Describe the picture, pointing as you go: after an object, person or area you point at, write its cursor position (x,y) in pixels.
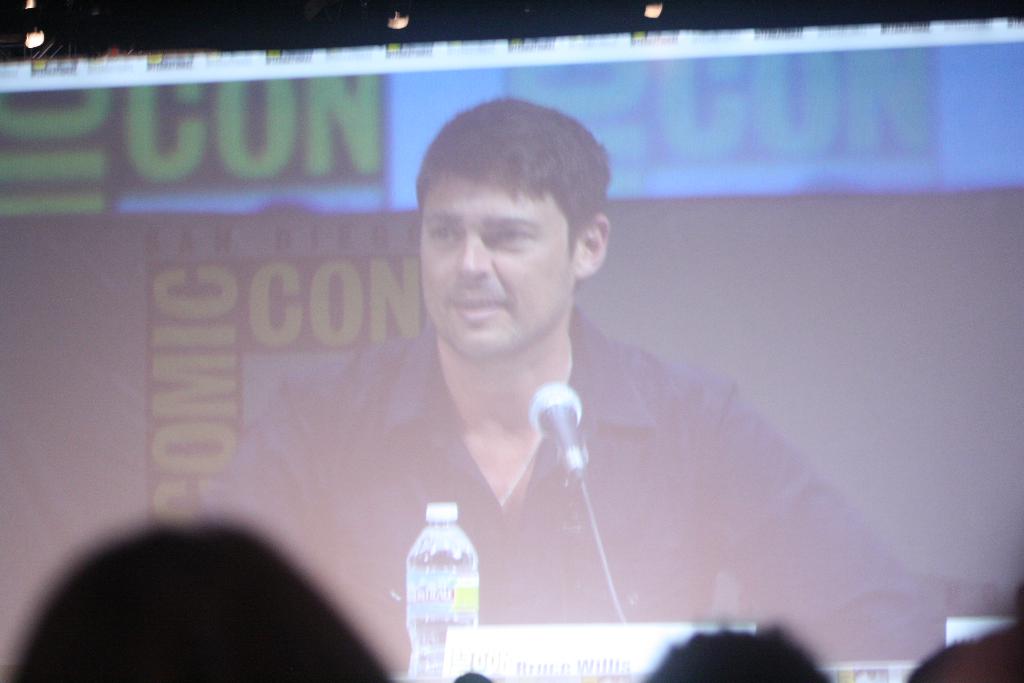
In this image we can see a display screen (498,352). In that we can see a person (342,404) sitting. We can also see a bottle (445,576), mic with a stand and a name board (587,656) in front of him. On the bottom of the image (232,573) we can see some people (782,634).
